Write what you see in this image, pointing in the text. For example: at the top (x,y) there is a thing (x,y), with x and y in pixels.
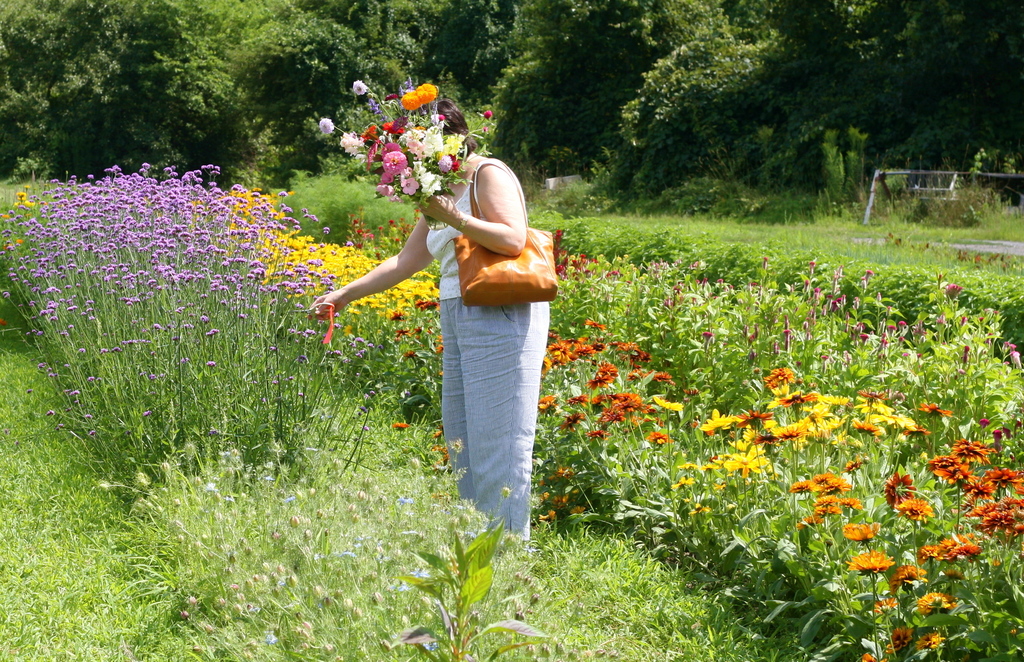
In this image we can see this person (445,257) wearing white dress (448,286) and handbag (554,291) is holding flowers (413,160) in her hand (432,197) and standing on the ground (568,552). Here we can see the flower plants (380,210), grass (904,238) and the trees (284,47) in the background (704,47).
